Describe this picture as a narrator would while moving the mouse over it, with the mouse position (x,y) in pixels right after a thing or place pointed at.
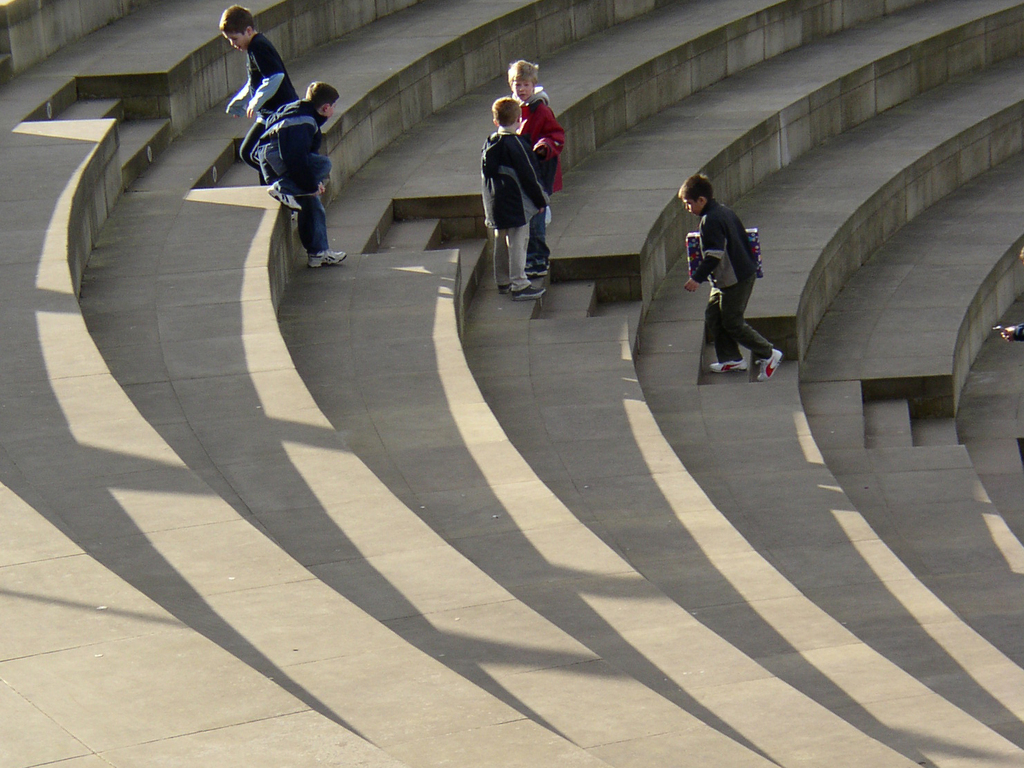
In this picture we can see a group of people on the steps (770,554).
